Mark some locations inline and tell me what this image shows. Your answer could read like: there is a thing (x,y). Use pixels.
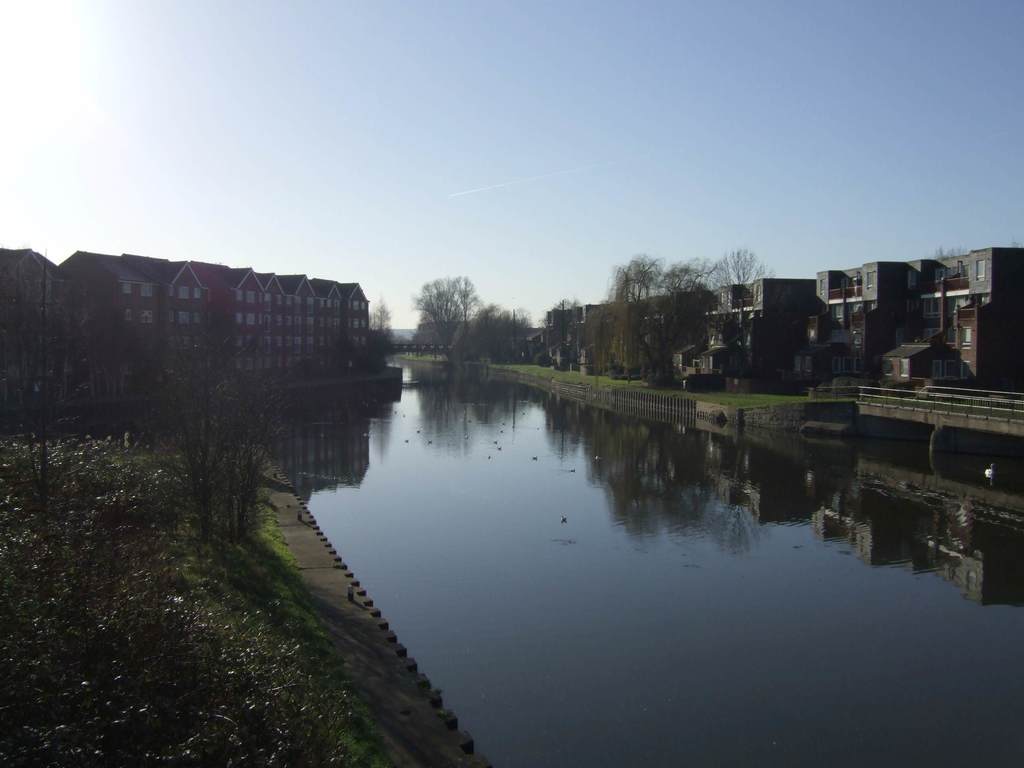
In the center of the image (515,460), we can see a river (534,517) and in the background (282,317), there are trees (629,283) and buildings (251,283). At the top (439,98), there is sky (455,177).
